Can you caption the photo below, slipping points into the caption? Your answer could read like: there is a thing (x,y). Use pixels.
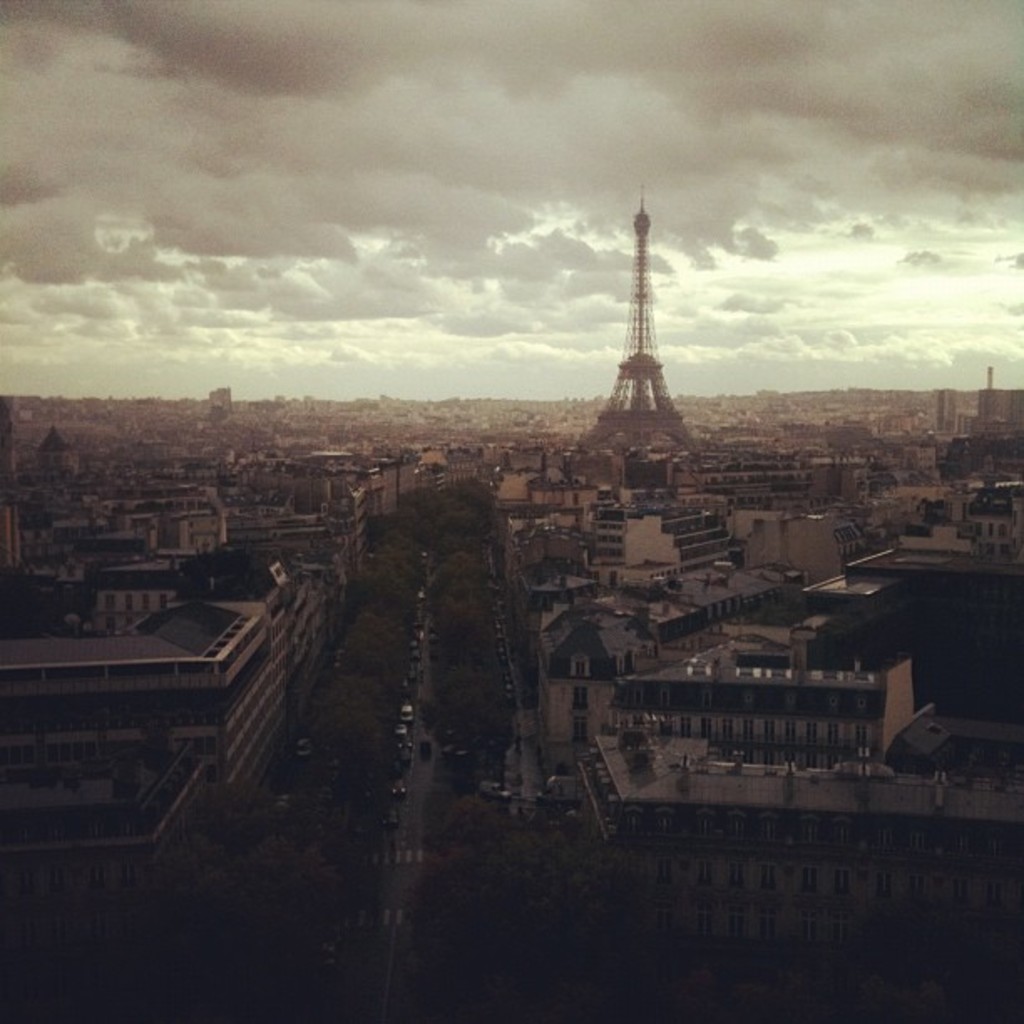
This picture is clicked outside the city. In the foreground (494,888) we can see the vehicles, trees (398,669), houses (685,716), buildings (665,660) and tower (636,414). In the background (442,180) there is a sky (452,163) which is full of clouds (876,240).
